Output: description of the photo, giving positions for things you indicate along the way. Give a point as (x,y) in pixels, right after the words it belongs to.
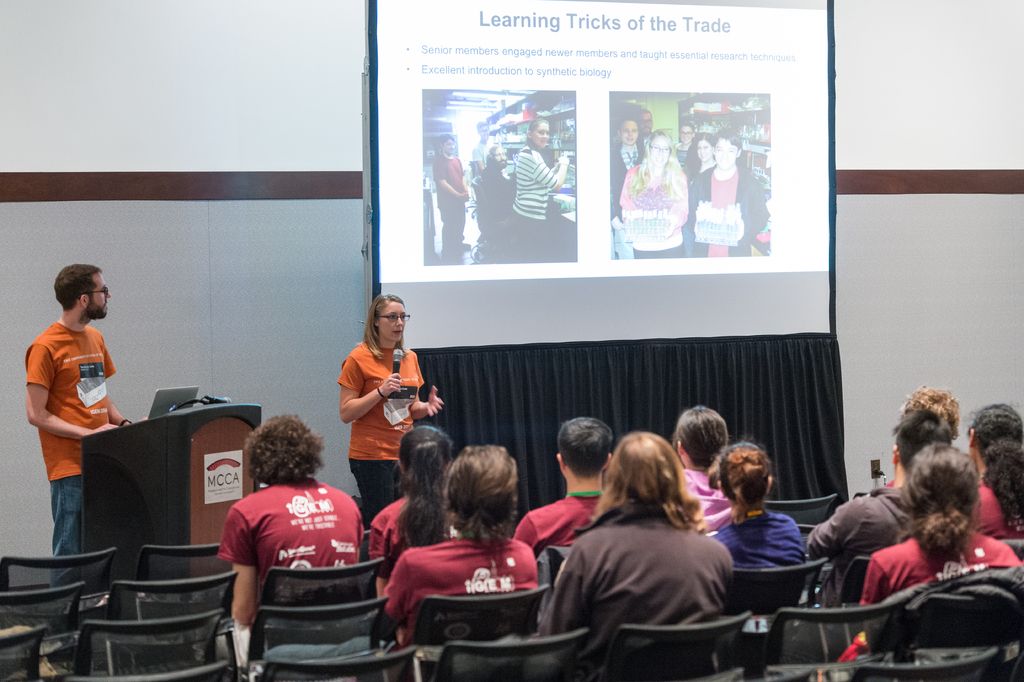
In this picture there is a woman (369,486) who is wearing t-shirt (373,443), trouser (364,485) and spectacle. She is holding a mic (397,355). She is standing near to the projector screen (557,275). On the left (30,347) there is a man (102,367) who is standing near to the speech desk (165,473). On the desk (164,423) we can see laptop (158,406) and wires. On the bottom (606,635) we can see group of person (683,418) sitting on the chair (154,645).
